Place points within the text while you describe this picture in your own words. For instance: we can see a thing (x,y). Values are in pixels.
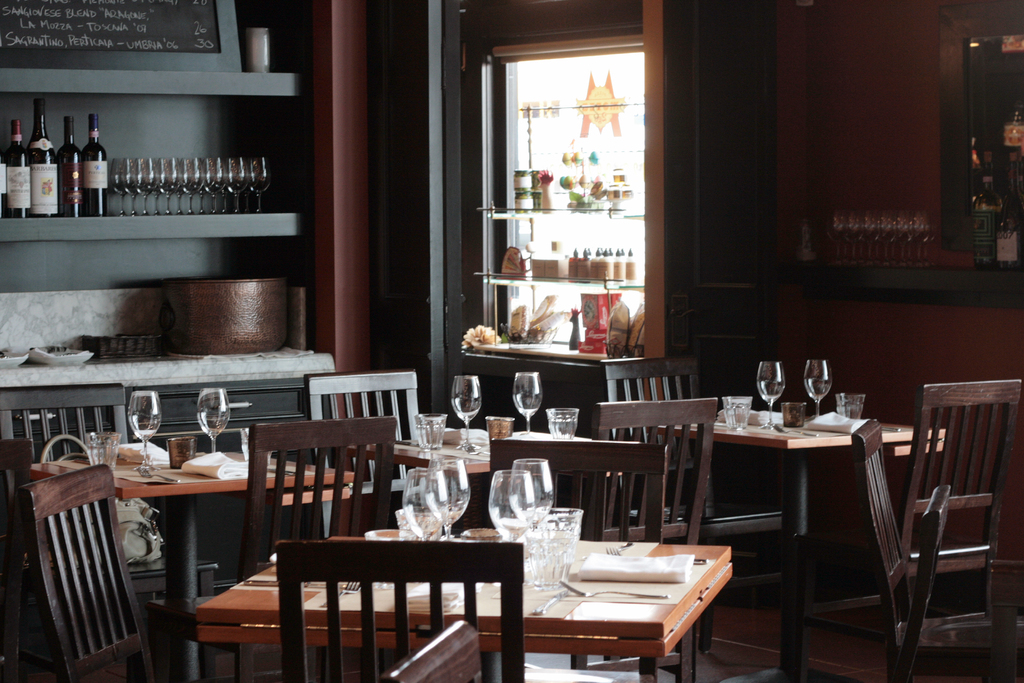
In this image we can see inside of a building (798,371). We can see group of objects (825,418) on the tables (162,492). Beside the tables (798,480) we can see the chairs (393,565). Behind the tables (793,463) we can see the wall (190,276) and a group of objects (523,326) on the shelves (551,344).
